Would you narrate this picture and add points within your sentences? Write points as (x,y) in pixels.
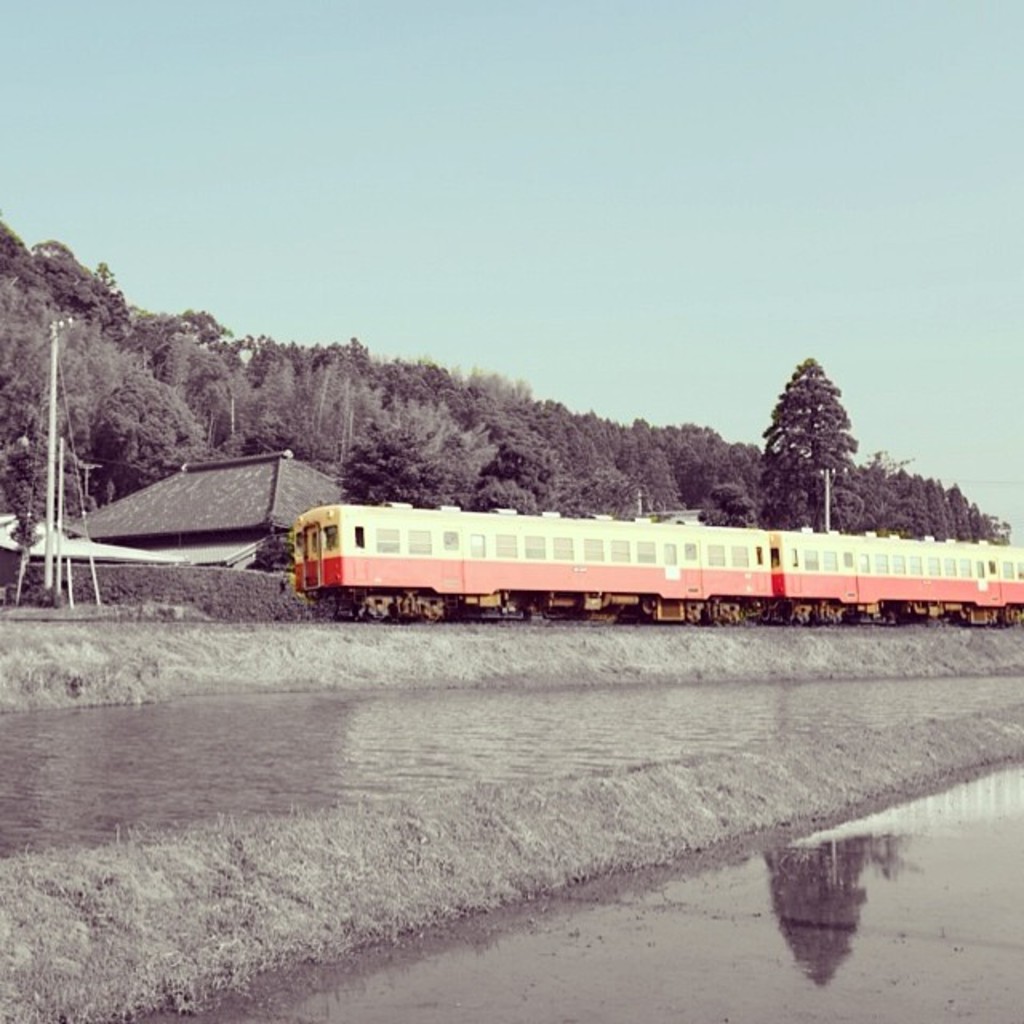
In this image we can see a train (667,616). Behind the train (566,518) we can see a house (201,502) and a group of trees (559,463). In the foreground (491,727) we can see the fields (551,783). On the left side (59,565), we can see a pole (49,483). At the top (597,103) we can see the sky (439,209).
